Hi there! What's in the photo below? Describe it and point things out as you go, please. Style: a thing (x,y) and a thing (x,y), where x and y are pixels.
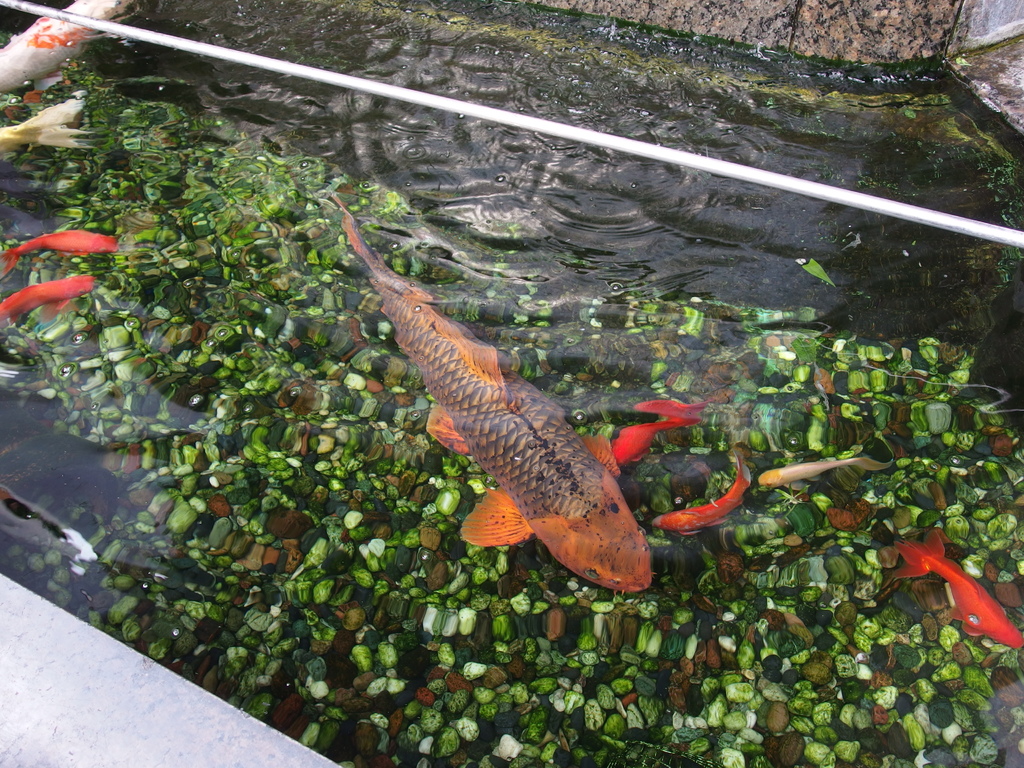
In this picture i can see the different colours fishes (566,540) in the water (615,405). At the bottom of the aquarium (650,680) i can see many small stones (556,588). At the top (105,24) there is a pipe (80,24).
